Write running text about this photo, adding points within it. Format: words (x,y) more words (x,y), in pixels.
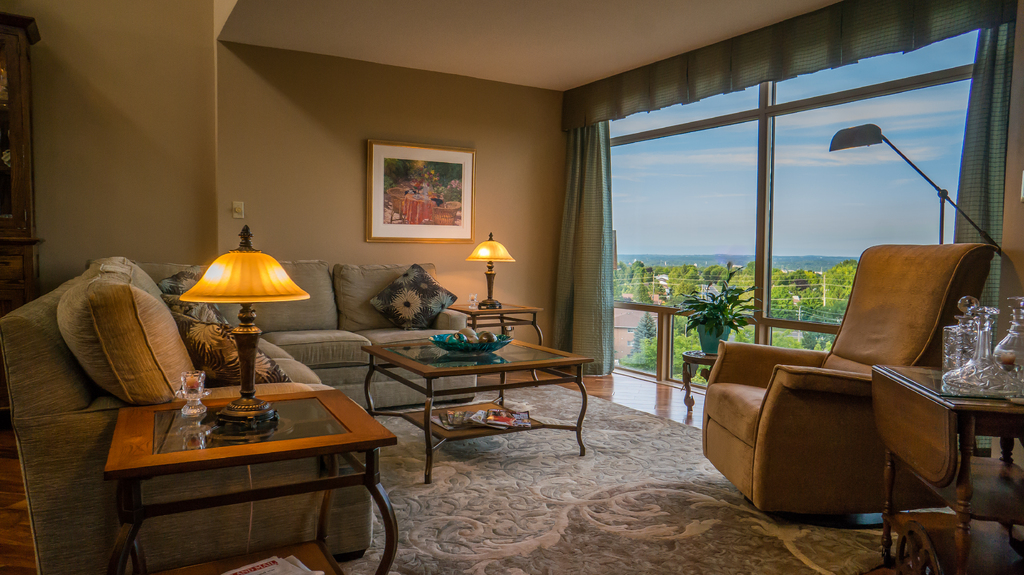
In this picture we can see a room (594,339) with sofa (309,289) pillow (403,310) on it and aside to that and in front of that there are tables (352,409) and on table (283,415) we can see lamp (233,301), bowl (487,349) and in background (429,133) we can see wall (329,192) with frame (421,210), window (693,155) with curtain (595,144), some glass items (965,303), flower pot (707,331) with plant (718,314) in it, trees (672,296), sky (838,181).
